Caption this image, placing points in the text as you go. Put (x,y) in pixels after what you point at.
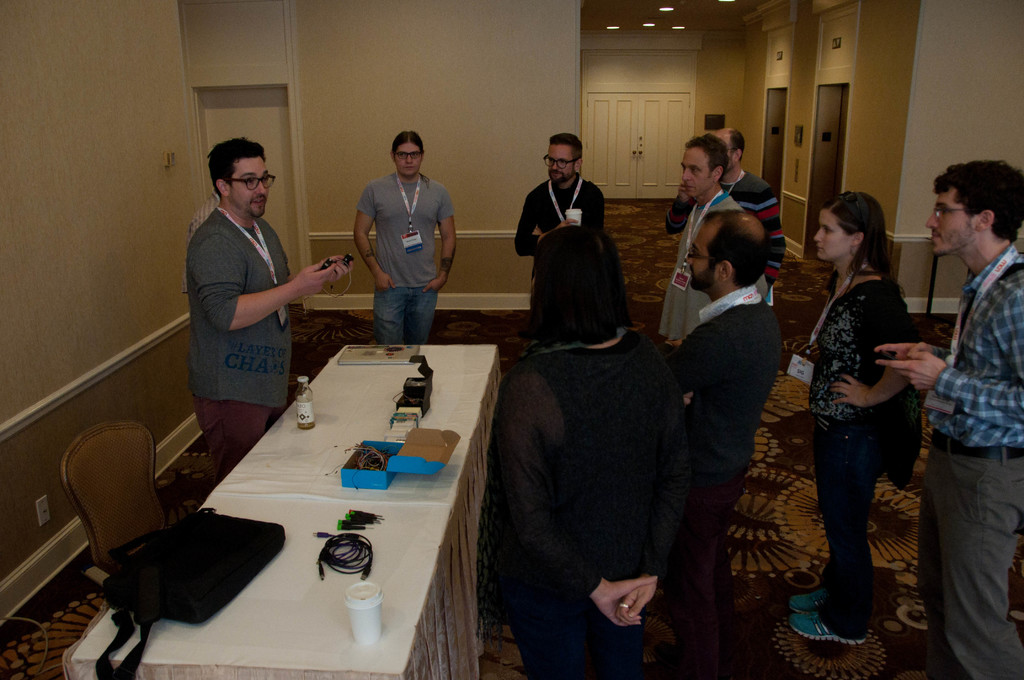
This persons (413,221) are standing. On this table (465,380) there is a bottle (308,414), box (427,448), cable (345,554), bag (238,552) and cup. Beside this table (219,495) there is a chair (127,472). This are door (604,158). Every person (581,288) wore an Id card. Floor (438,319) with carpet (632,280).
